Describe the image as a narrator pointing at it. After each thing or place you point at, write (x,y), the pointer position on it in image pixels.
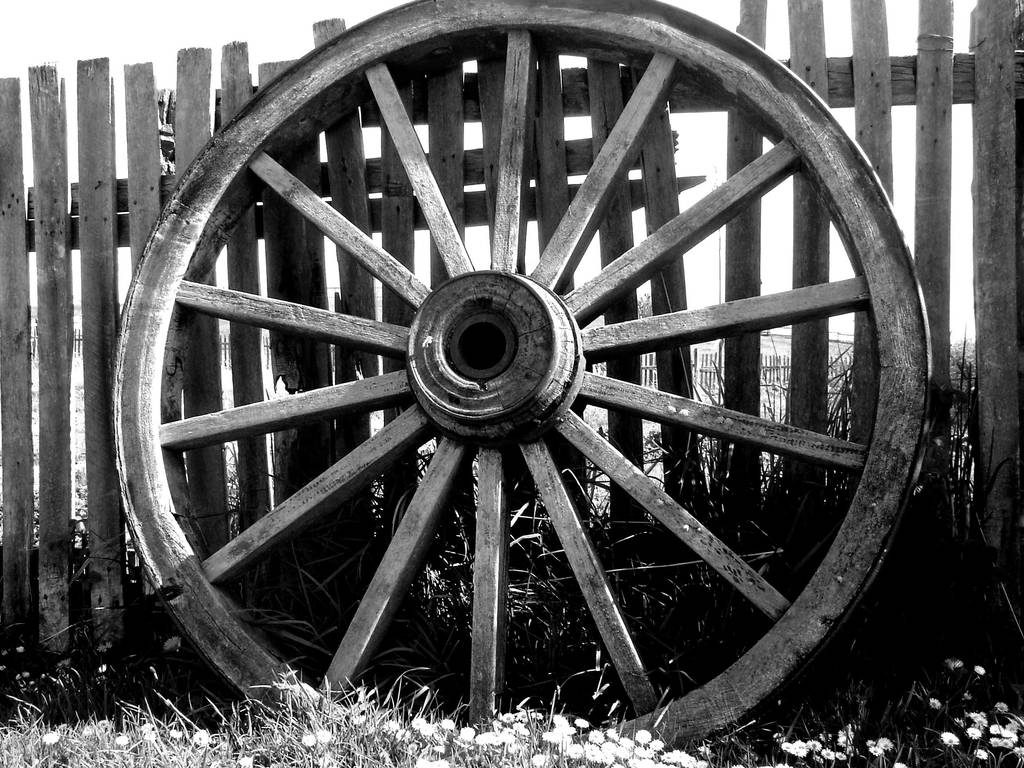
In this image at front (505,335) there is a wheel (445,371). Behind that we can see wooden fencing (124,188). There is a grass (301,728) on the surface (895,689).
